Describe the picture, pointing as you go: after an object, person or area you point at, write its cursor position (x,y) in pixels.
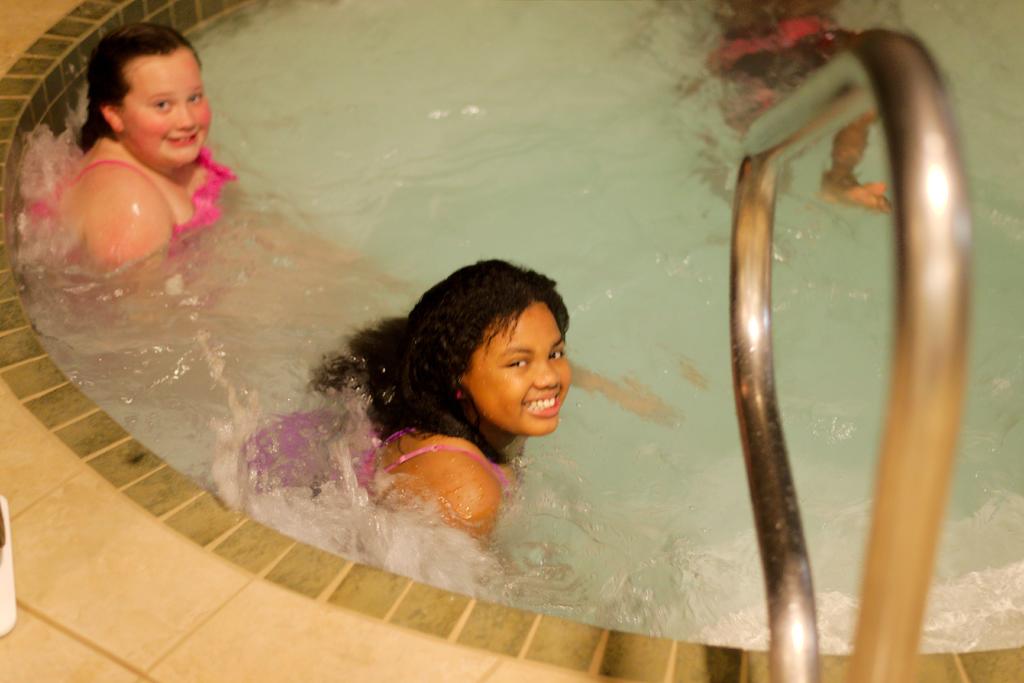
In this picture I can observe two girls (124,69) in the swimming pool (297,248). They are smiling. On the right side (805,601) I can observe railing (775,574).
